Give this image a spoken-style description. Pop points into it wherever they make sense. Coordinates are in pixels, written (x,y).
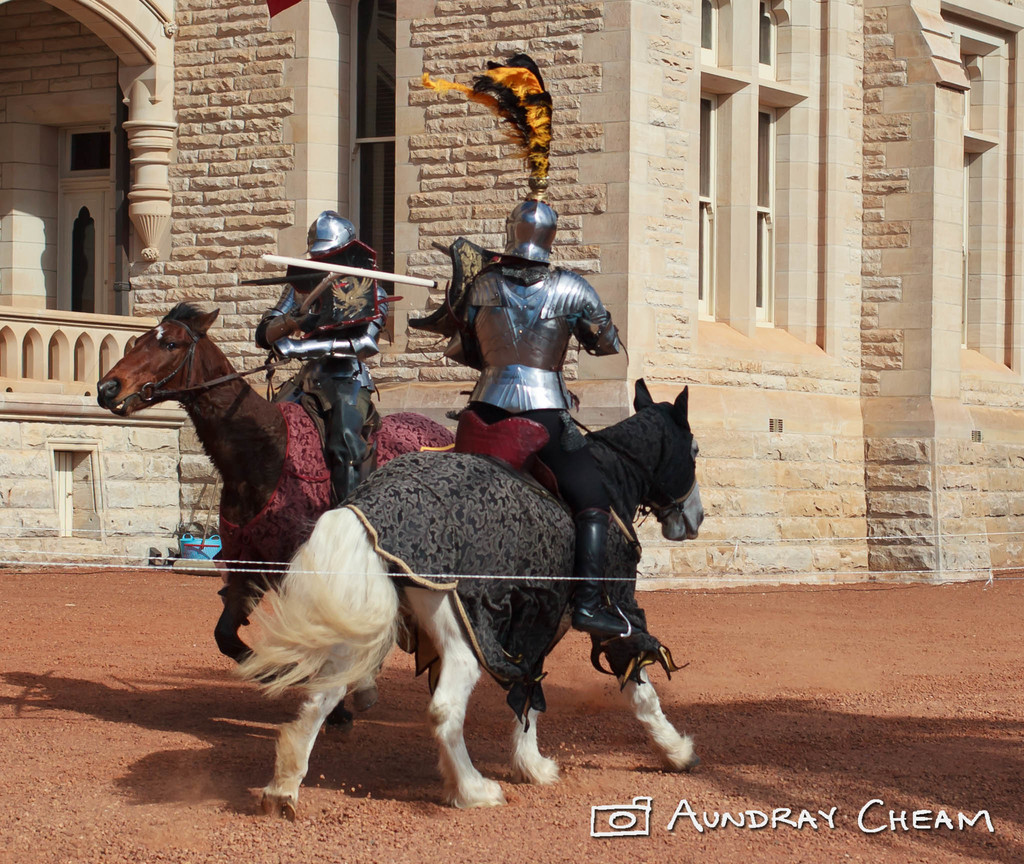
In this image we can see there are people (366,364) sitting on the horse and holding a stick (332,272). And at the back (401,184) there is a building (227,100) and a blue color object (211,547).
